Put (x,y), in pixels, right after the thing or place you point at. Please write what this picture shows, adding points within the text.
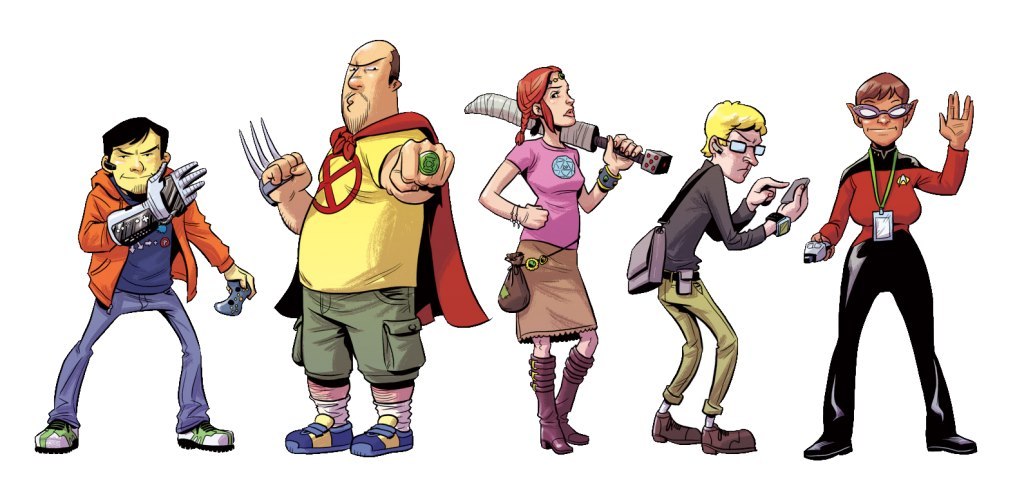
In the foreground of this animated image, there are three men (711,395) and two women (577,319) standing and holding few objects (164,212).
